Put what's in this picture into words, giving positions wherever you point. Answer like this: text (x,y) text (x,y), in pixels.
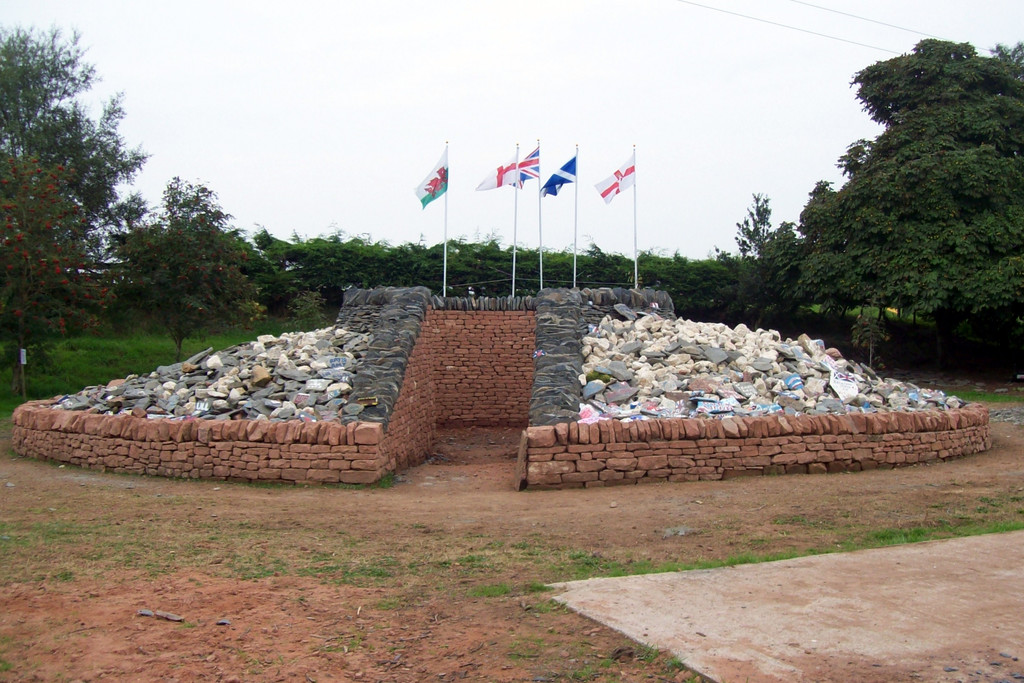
In this picture there are five flags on the wall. On the left (341,367) we can see many stones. In the background (2,337) i can see the plants (519,273), grass (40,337) and trees (976,215). At the top (686,36) there is a sky (301,26).
